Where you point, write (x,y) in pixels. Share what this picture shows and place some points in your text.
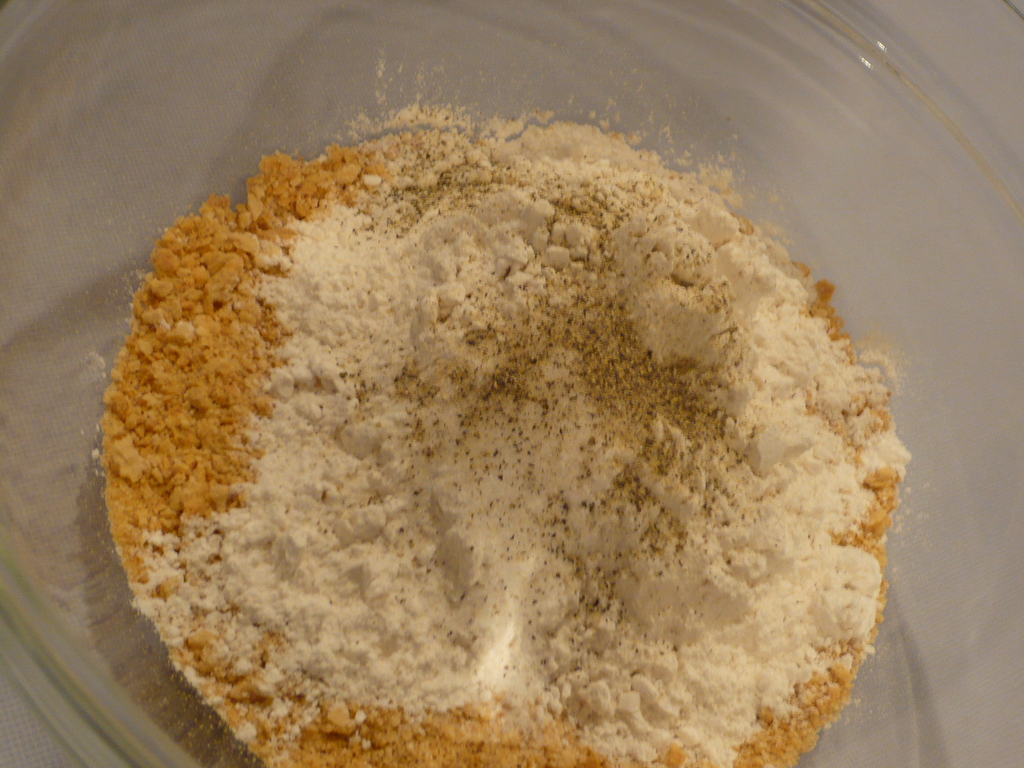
In the image there is a bowl (44,273) and in the bowl (557,266) there are some powders (499,430).
